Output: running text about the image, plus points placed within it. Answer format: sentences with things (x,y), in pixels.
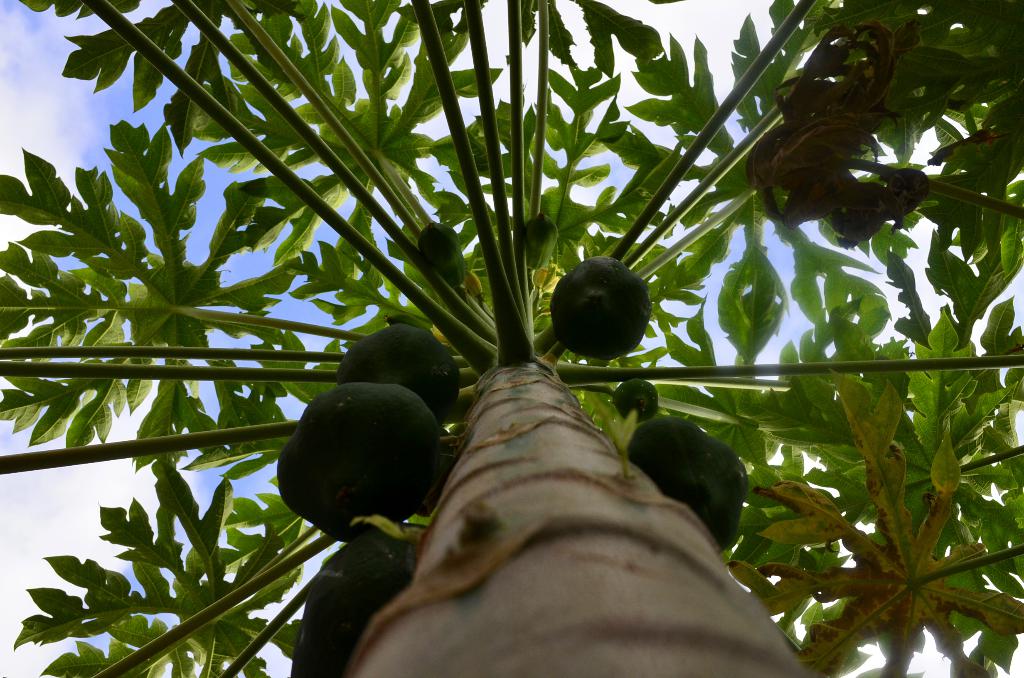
In the image we can see papaya tree (577,467) and there are raw papaya (412,405) on the tree (528,418). This is a cloudy sky (49,91).
